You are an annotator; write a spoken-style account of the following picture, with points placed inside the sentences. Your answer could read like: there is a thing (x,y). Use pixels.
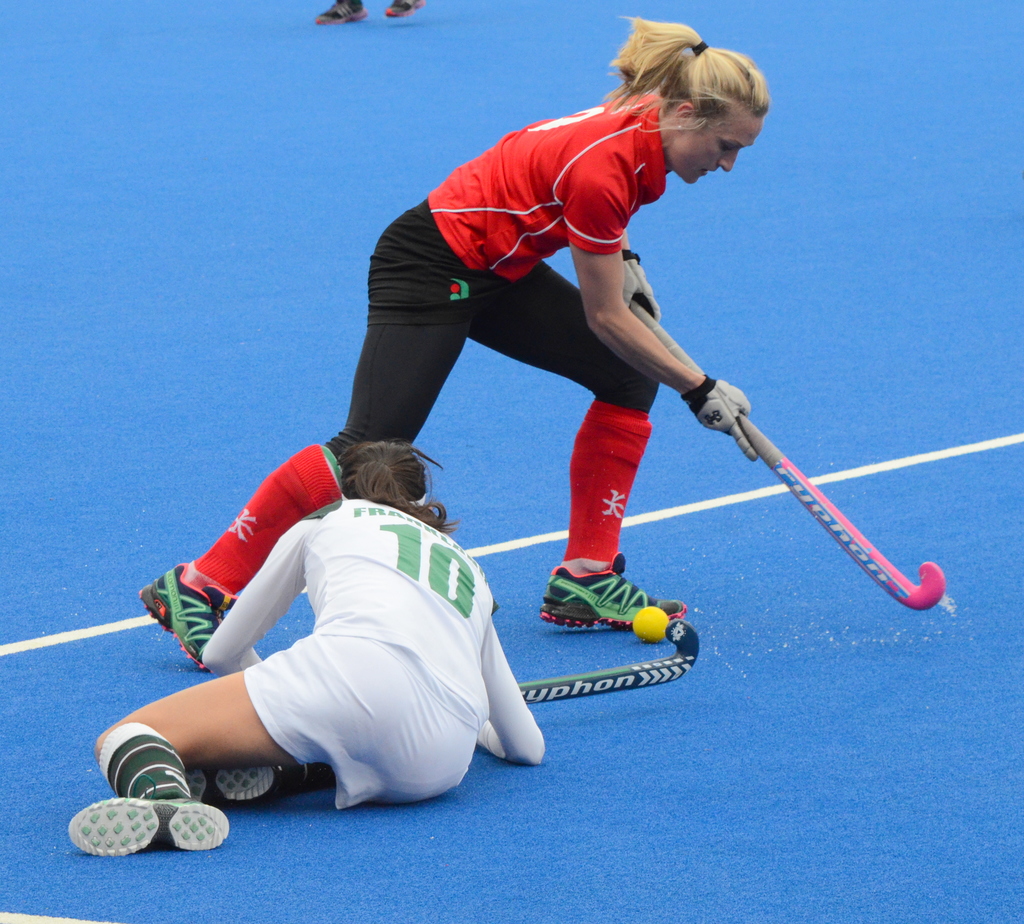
In this picture there is a person (566,358) with red t-shirt (534,232) is standing and holding the hockey stick (662,339) and there is a person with white t-shirt (475,568) is sitting and holding the stick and there is a yellow ball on the floor (713,524). At the back (414,14) there is a person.
